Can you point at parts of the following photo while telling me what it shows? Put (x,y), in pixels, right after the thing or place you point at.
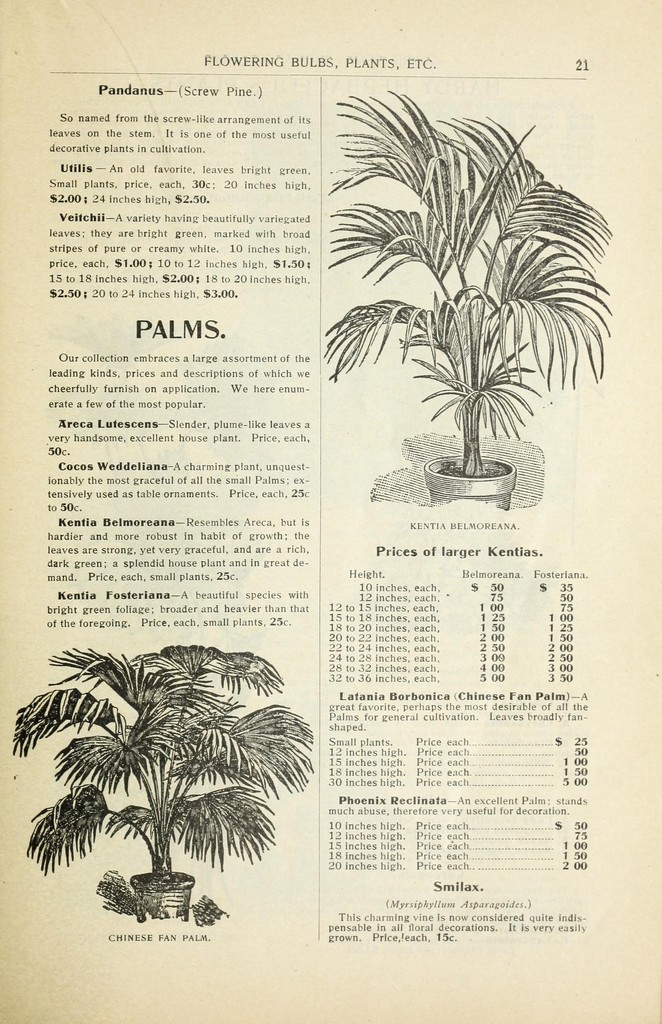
In this picture we can see a paper (428,642). At the top right corner (475,245) a plant (503,172), pot (457,491) are there. At the bottom left corner (159,795) we can see a plant (183,796) and pot (169,893) are present. In the background of the image (238,472) some text (255,620) is there.
